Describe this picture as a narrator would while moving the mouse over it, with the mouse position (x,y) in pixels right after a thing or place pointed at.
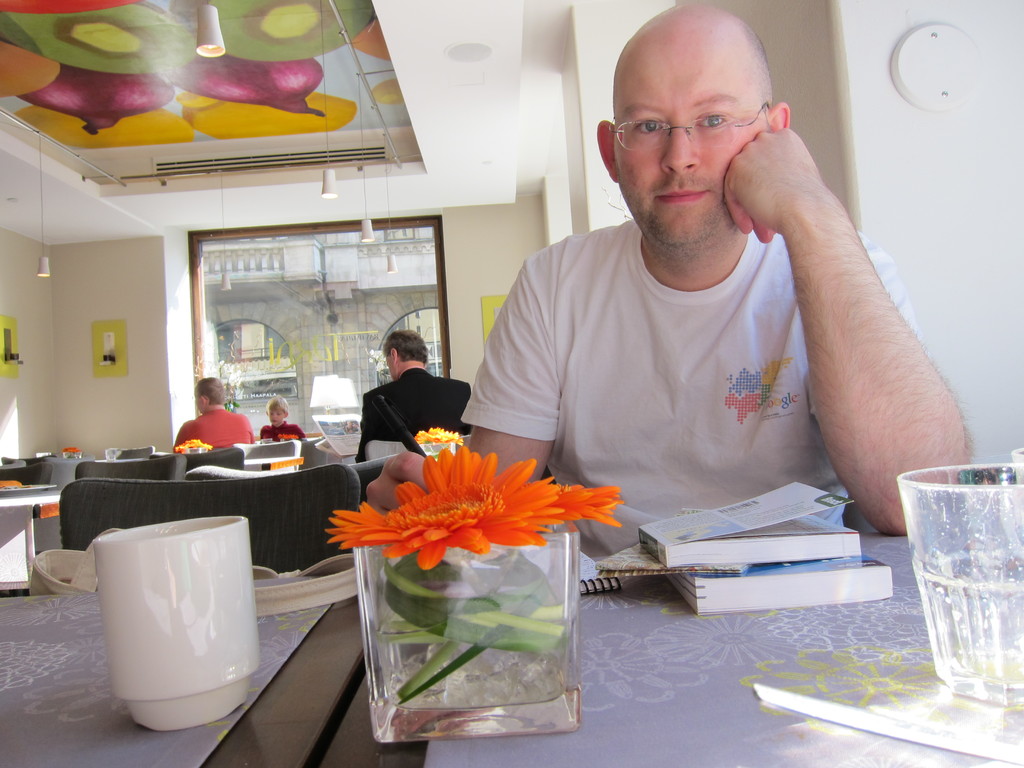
This is a room (658,418) and a person (673,339) sitting here, he placed his hand (886,380) on the table (821,605). On the table (756,646) we can see a cup (179,587), flower vase (528,630) and a glass (973,588) and few books (748,563). Behind this person (588,304) there are 3 people (263,431) sitting here on the chair (262,446). This is a window (317,324) and through window (317,324) we can see a building (316,294). On the roof (249,137) we see a ceiling (253,97). This is the light (214,56).
